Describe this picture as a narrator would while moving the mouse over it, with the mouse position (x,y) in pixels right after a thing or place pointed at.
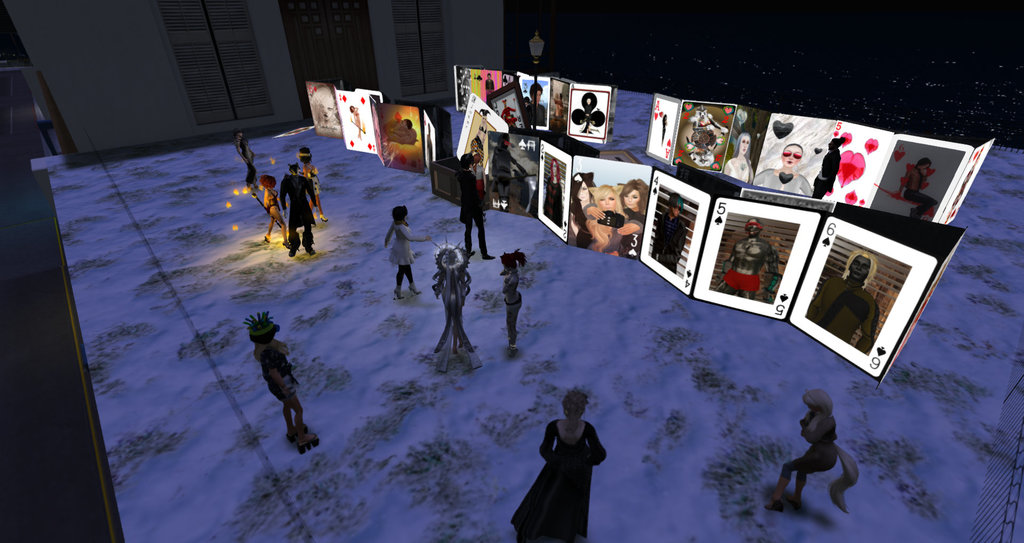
This is an animation and here we can see cards (698,220) and some toys (289,228) and there are lights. In the background (487,30), there are doors (201,54) to a wall (152,65) and we can see a pole (540,40).
